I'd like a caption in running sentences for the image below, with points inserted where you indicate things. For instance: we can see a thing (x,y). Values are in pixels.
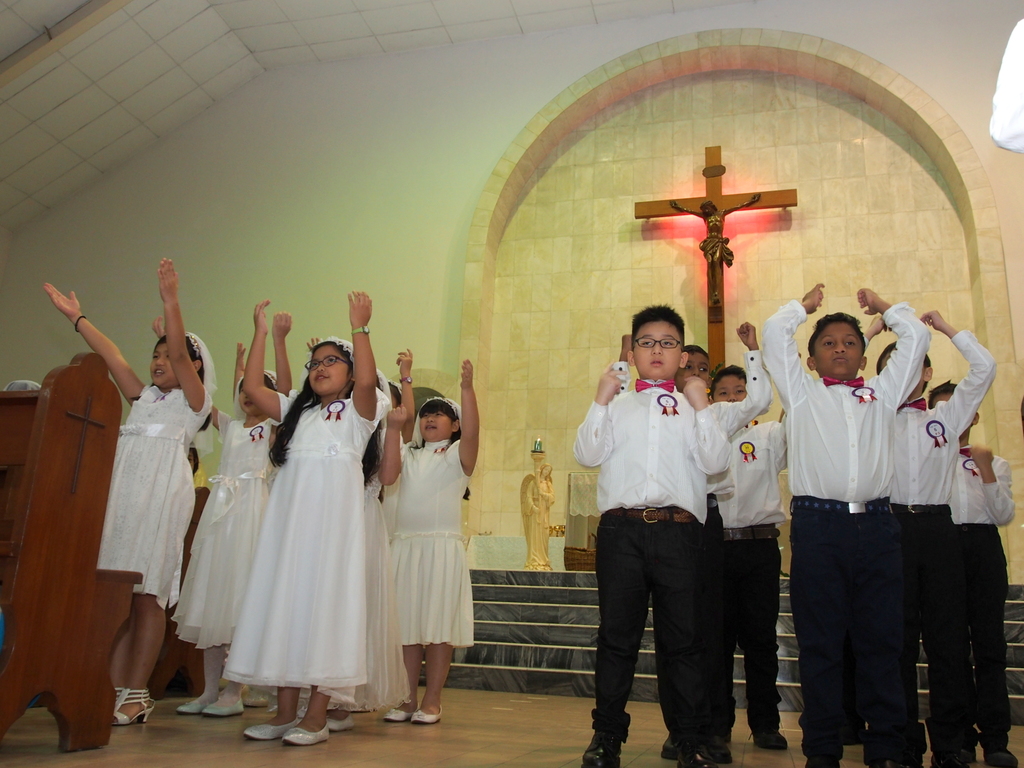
This image is taken inside a church (8,169). There are children (395,451) standing at the center of the image (632,490). In the background of the image (438,204) there is a wall (511,209). There is a statue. There is a cross symbol (716,166).
